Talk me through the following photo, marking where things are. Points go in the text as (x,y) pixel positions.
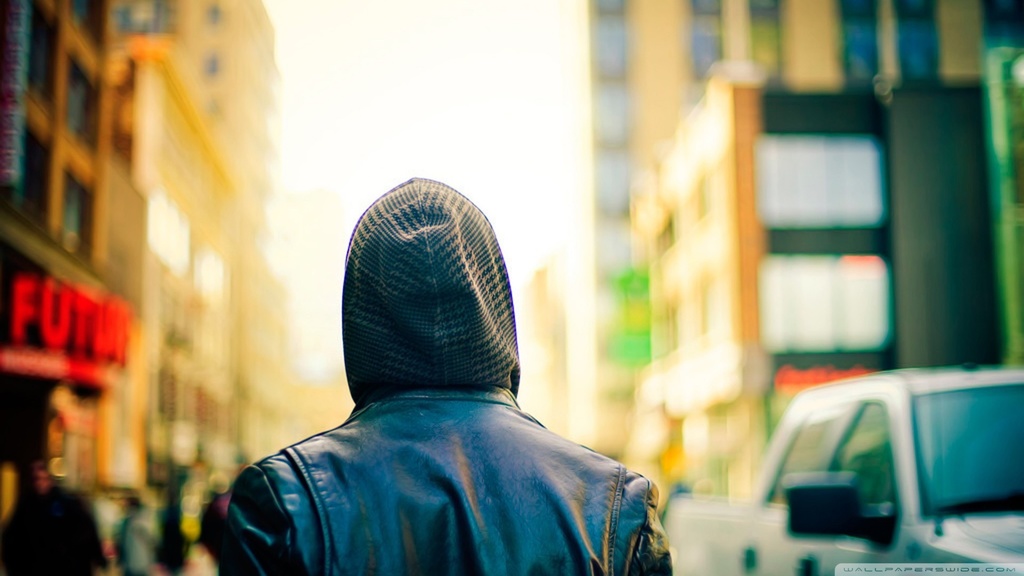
In this image I can see a crowd (525,450), vehicles (733,504) on the road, building (224,419), boards (32,295) and the sky (330,285). This image is taken may be during a day on the road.
